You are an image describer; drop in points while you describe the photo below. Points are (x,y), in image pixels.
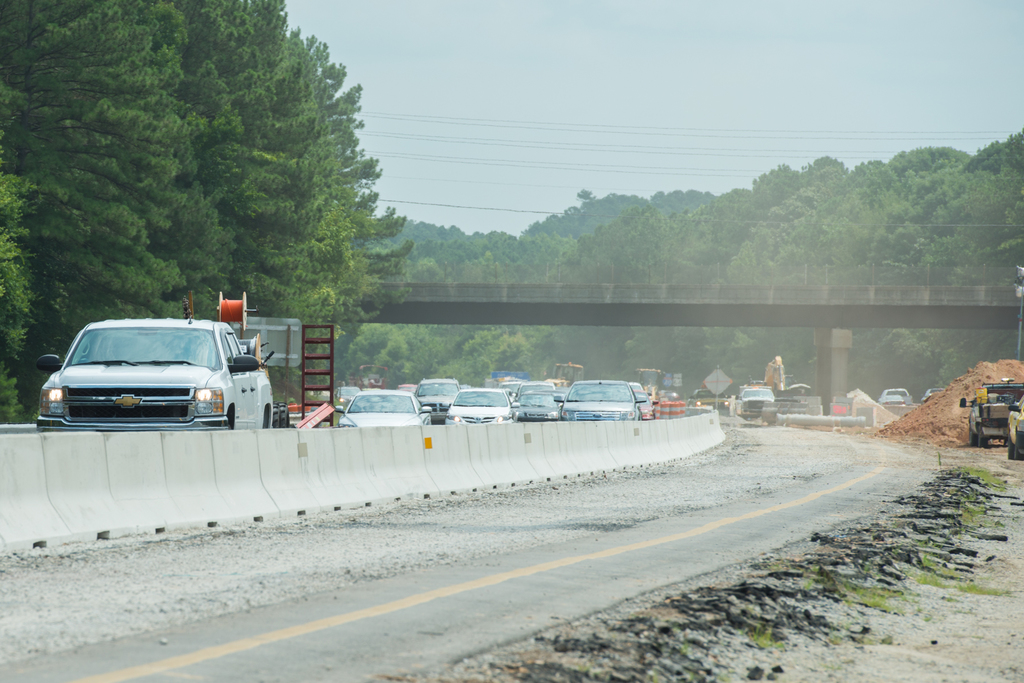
In this image in the center (351,407) there are vehicles (279,407) moving on the road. In the background (465,277) there are trees (494,238), there is a bridge (589,296) and on the right side (940,397) there is a sand (954,395) on the ground (917,454), and the sky (595,109) is cloudy.
